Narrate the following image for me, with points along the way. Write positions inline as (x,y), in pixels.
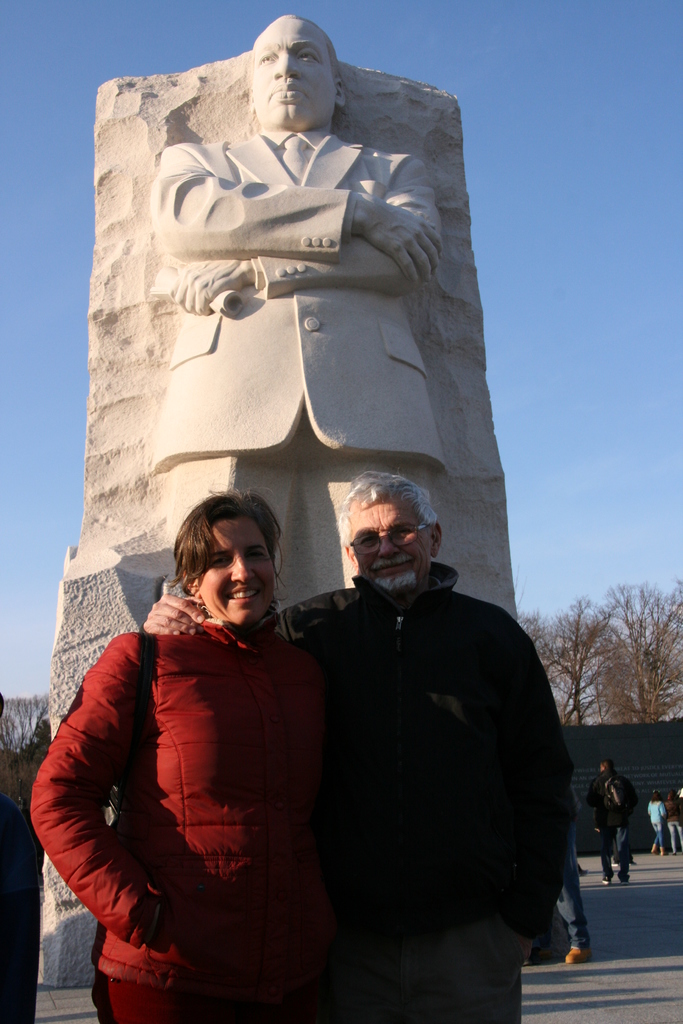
In this image at the bottom (393,793) there is one man (324,793) and one woman (162,718) standing and smiling, and in the background (203,373) there is a statue (268,318) and wall (596,839) and some people (611,807) are walking. And there are trees (568,663) and wall (639,799), at the bottom (625,939) there is walkway (617,927) and at the top (507,110) there is sky (503,130).
